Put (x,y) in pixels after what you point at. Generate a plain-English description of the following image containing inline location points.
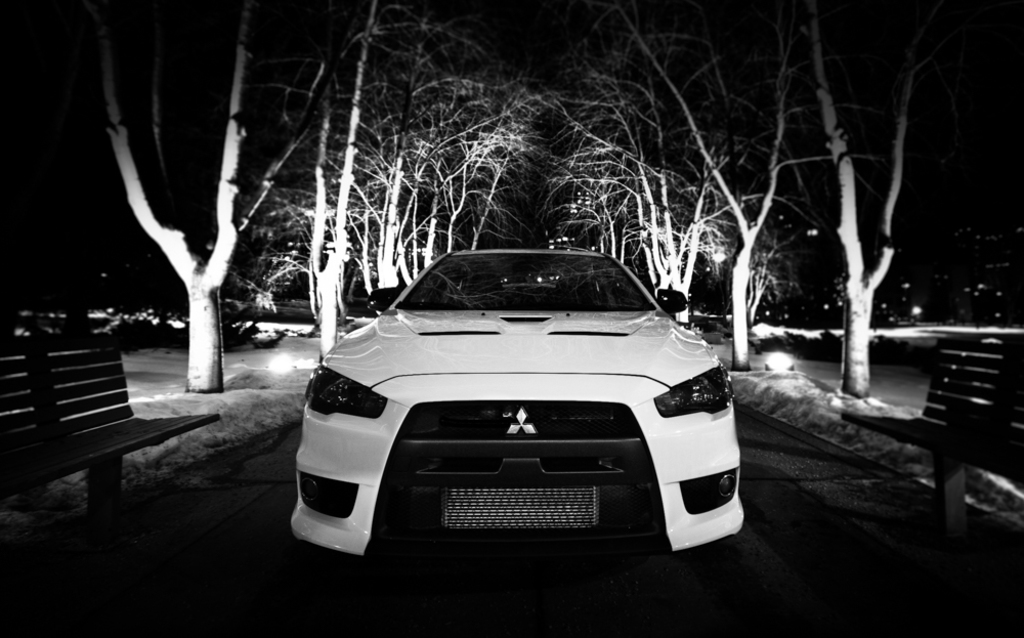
As we can see in the image there are trees (452,112), benches (45,418), lights (781,364) and a white color car (506,347). The image is little dark.
